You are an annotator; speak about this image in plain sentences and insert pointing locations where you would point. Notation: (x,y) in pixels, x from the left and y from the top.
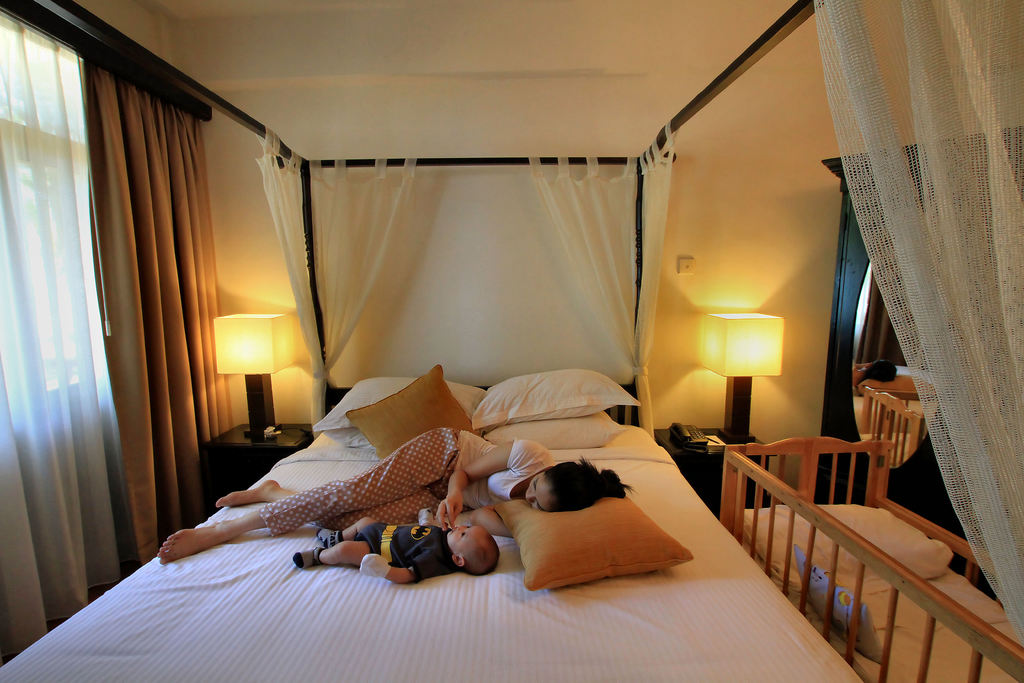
In the picture I can see a woman (452,522) and a child (351,560) are lying on a bed (445,591). On the bed (568,600) I can see pillows (582,553). In the background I can see lamp lights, curtains (189,406) and some other objects (802,521). This is an inside view of a room (392,360).
